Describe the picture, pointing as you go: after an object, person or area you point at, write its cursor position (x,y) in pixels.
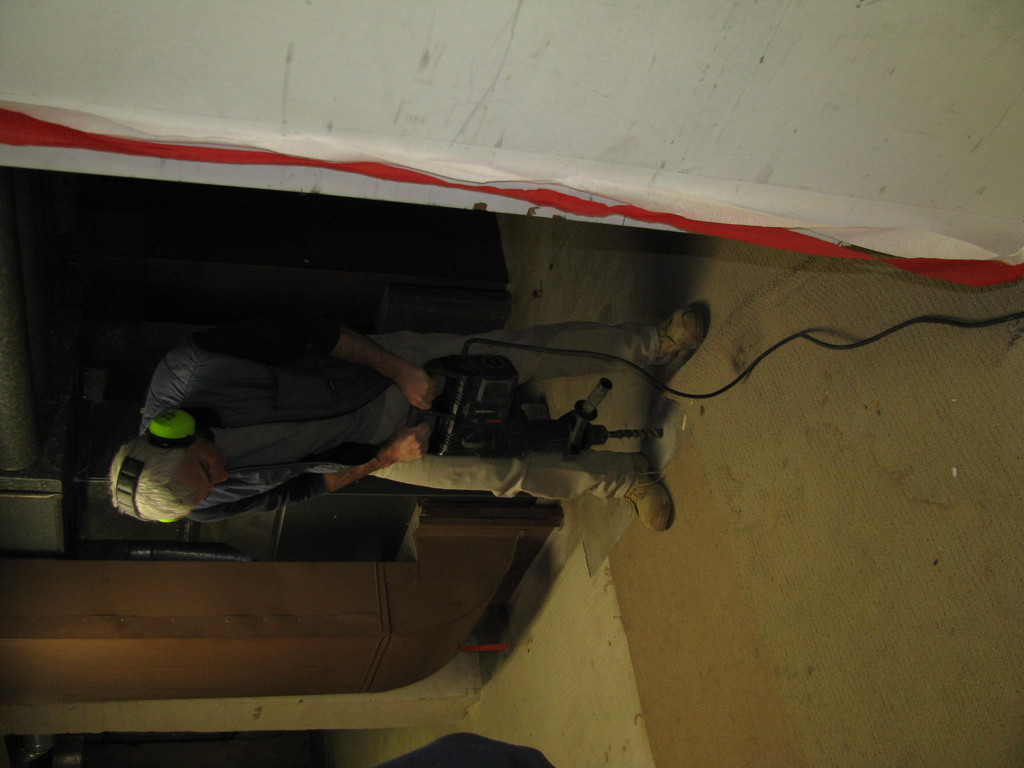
In the image there is a man (303,473) drilling the floor (661,402) inside a room (144,223), he is wearing the headset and a jacket (259,393).
